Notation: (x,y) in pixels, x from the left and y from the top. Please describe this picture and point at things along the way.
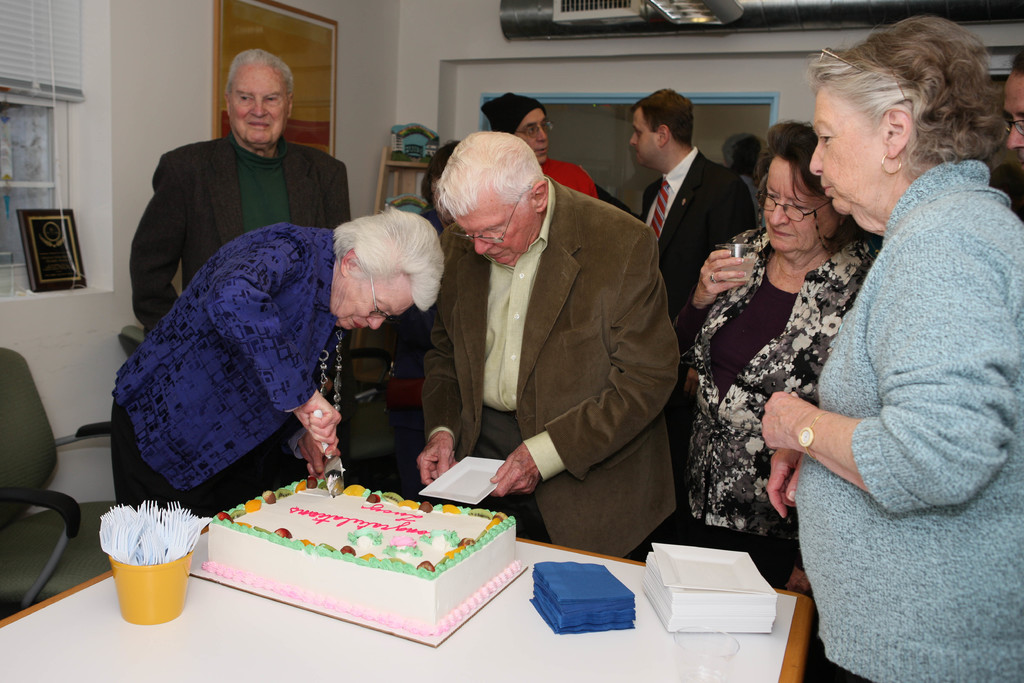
In this image I can see a group of people (625,236) standing. In front (136,556) there is a cake (414,543), fork (137,537) and a tissues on the table (480,645). There are chairs (69,511). In front the woman (279,416) is cutting the cake (335,551). At the back side (391,56) there is white wall (369,79) and a frame (71,244).
